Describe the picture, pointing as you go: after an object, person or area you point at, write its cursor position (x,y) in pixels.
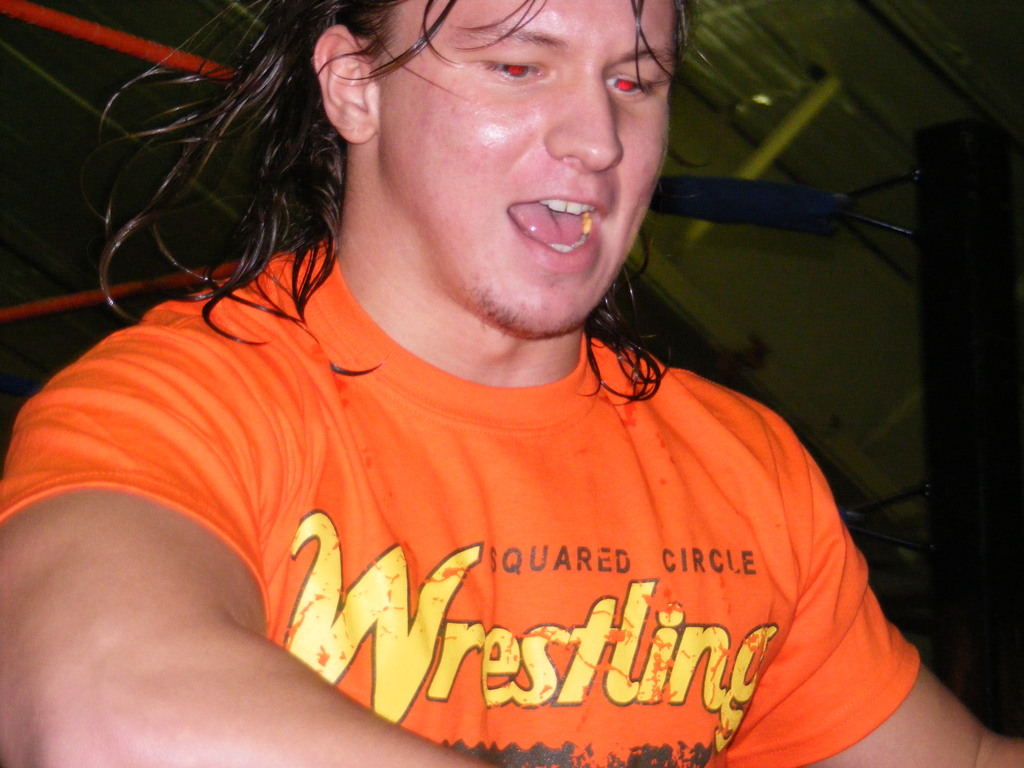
In the image a man (541,488) is standing. Behind him there is a fencing (760,195). Top of the image (12,98) there is roof (12,98).
